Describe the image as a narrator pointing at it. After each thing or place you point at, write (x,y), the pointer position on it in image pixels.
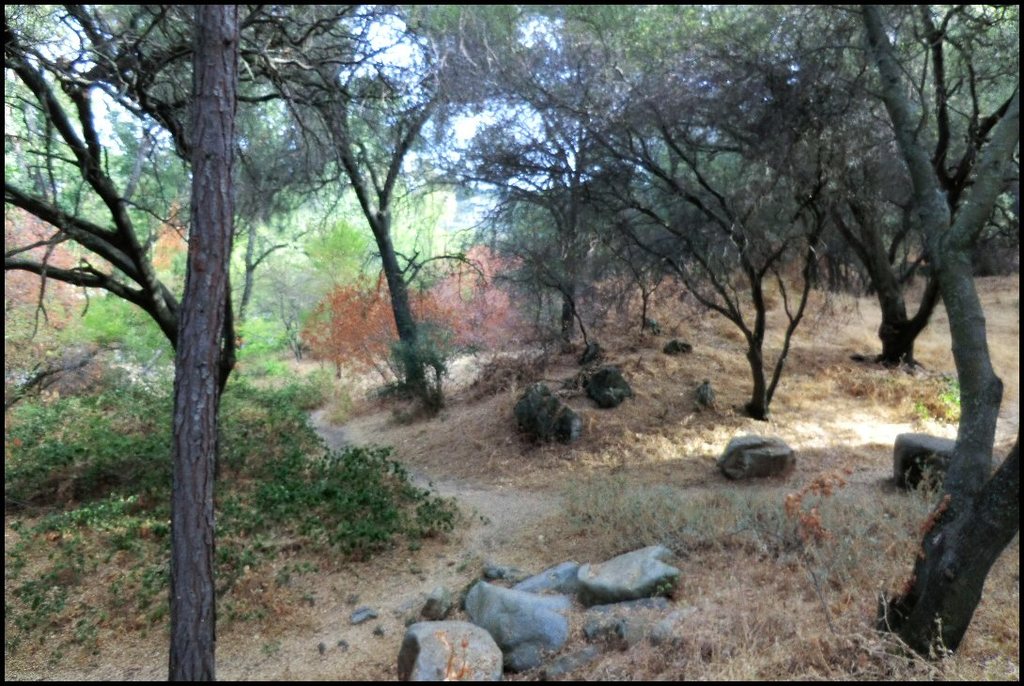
In this picture I can see the stones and trees (491,338), at the top (365,22) there is the sky (463,132).
